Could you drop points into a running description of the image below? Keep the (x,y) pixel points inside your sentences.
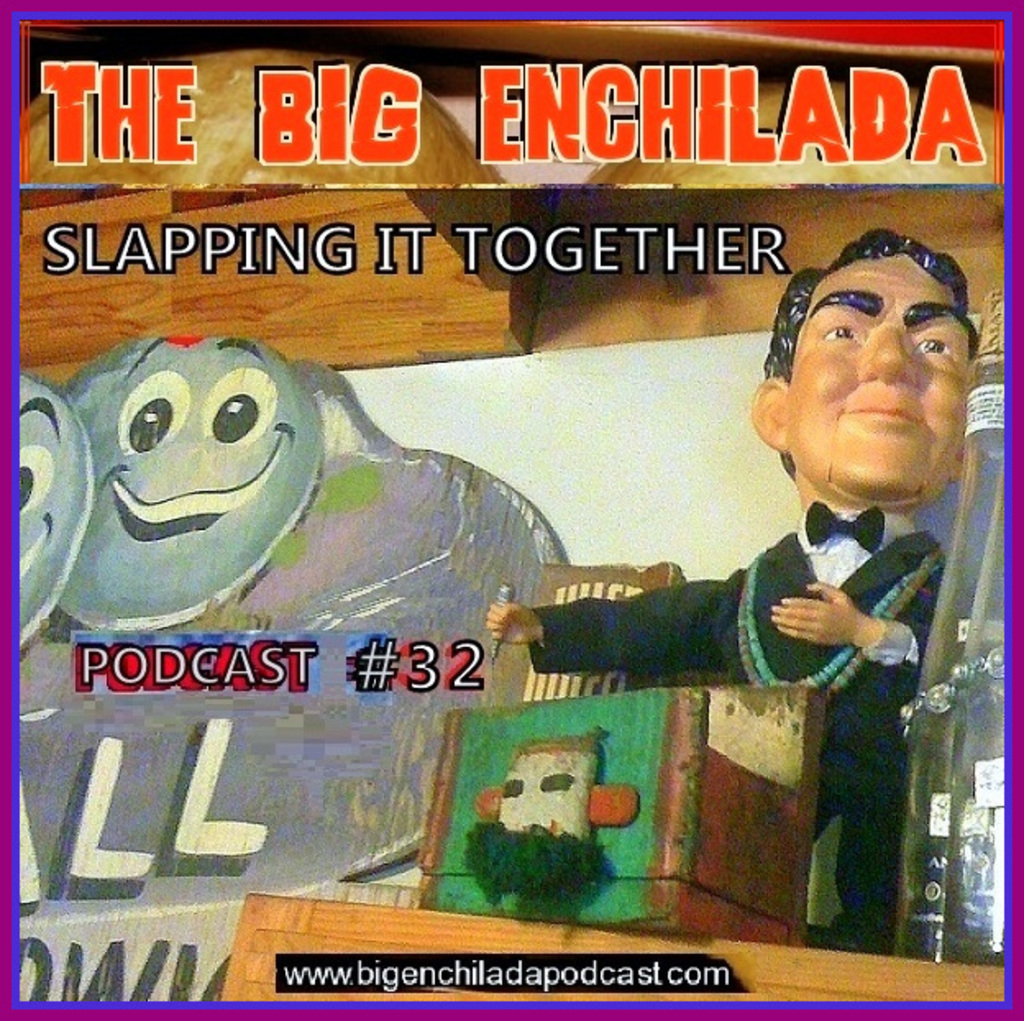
In this image we can see a poster (539,279) with text (625,147) and a picture (855,422) of a man (830,399) standing near podium (714,817) and holding a mic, there are bottles (968,847) on the table (481,952) on the right side (964,868) and on the left side (201,548) there are smiley symbols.
